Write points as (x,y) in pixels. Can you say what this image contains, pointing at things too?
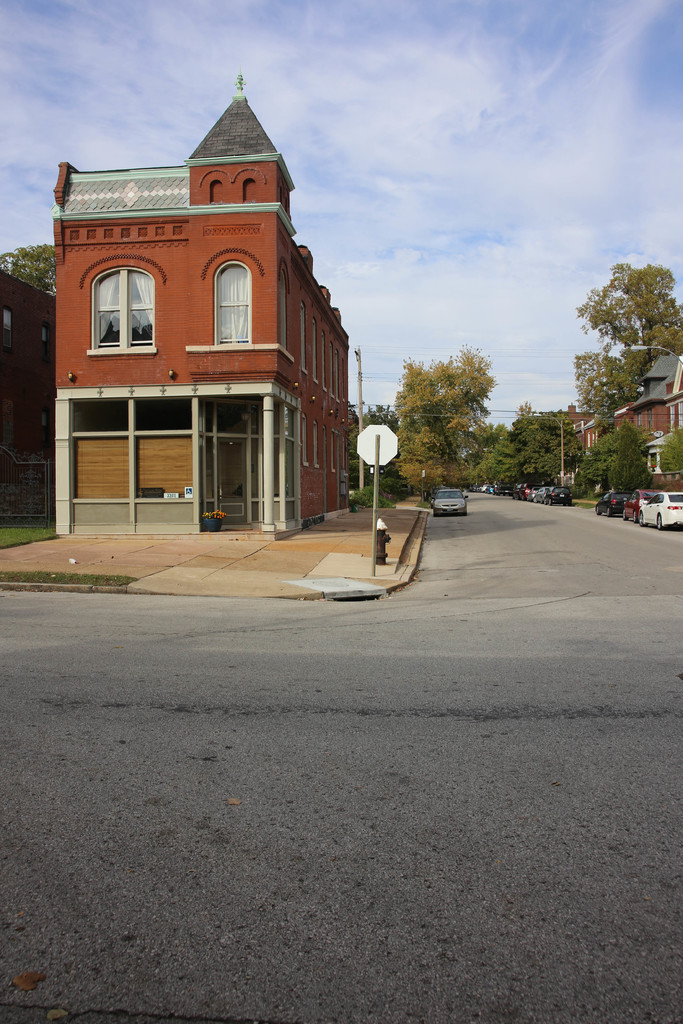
In the picture I can see the road (433,727), vehicles (646,496) parked on the side of the road (450,534), I can see trees (513,445) on the right side of the image (460,472), I can see buildings (166,447), fire hydrant (386,530), board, current poles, wires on the left side of the image (8,372) and the blue color sky (464,81) with clouds (524,270) in the background (419,305).
